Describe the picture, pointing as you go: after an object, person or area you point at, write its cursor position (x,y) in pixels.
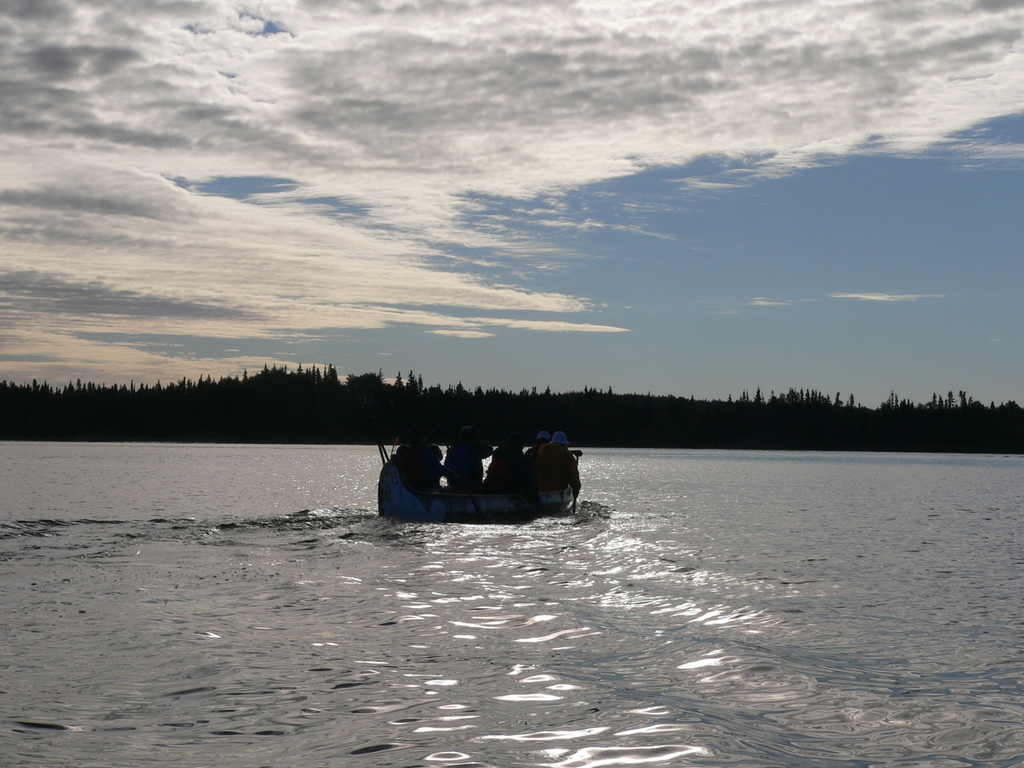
In this image I can see the boat (386,494) on the water (330,610). There are few people (497,480) sitting in the boat (451,494). In the background (499,395) I can see many trees (362,398), clouds (416,265) and the sky (511,206).
